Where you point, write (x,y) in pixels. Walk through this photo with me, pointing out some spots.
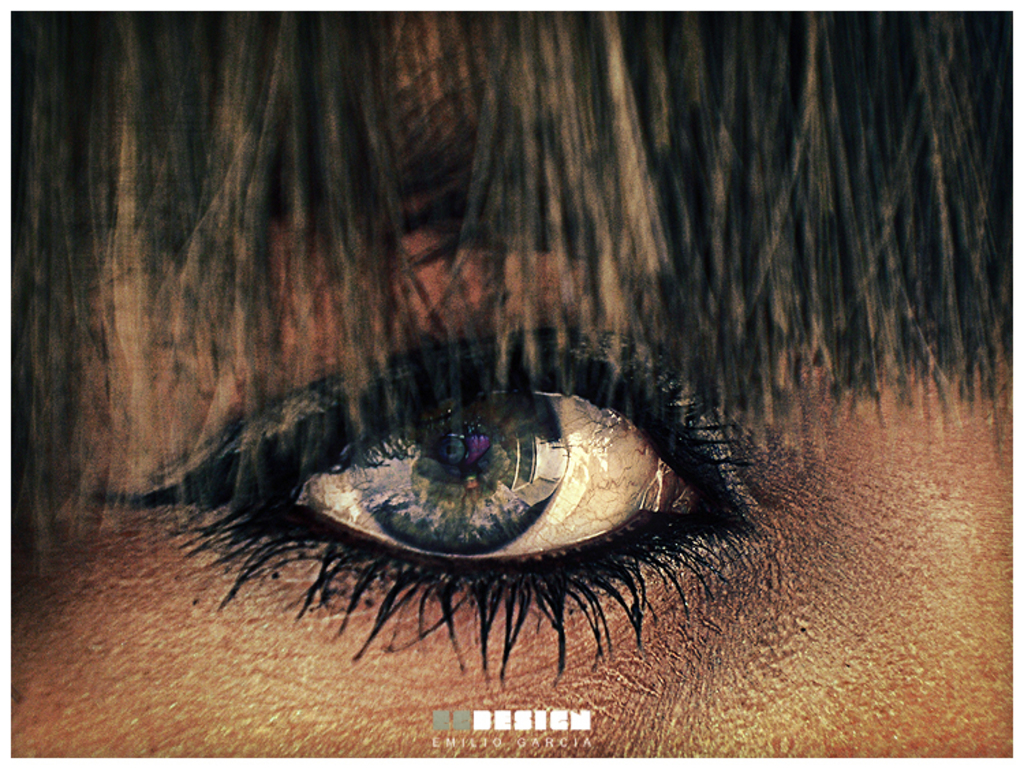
In the picture we can see a eye (611,491) of a person (903,491) on the top of it we can see hairs (935,164) which are black in color.
